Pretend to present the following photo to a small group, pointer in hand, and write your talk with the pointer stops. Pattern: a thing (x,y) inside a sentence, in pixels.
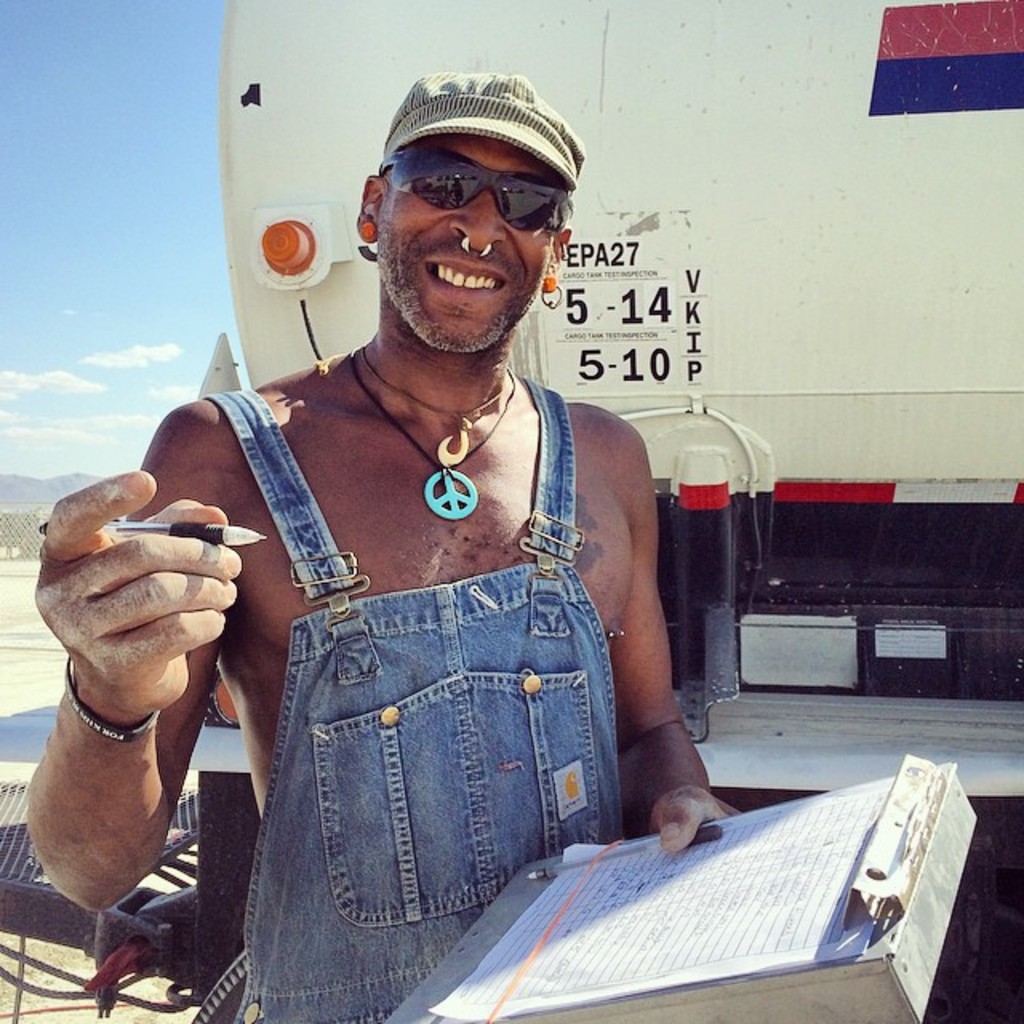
Here we can see a man (506,485) holding a pen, papers (598,896), and a pad (939,868). He is smiling. In the background (790,406) we can see a vehicle (328,299) and this is sky (61,351) with clouds (175,396).
